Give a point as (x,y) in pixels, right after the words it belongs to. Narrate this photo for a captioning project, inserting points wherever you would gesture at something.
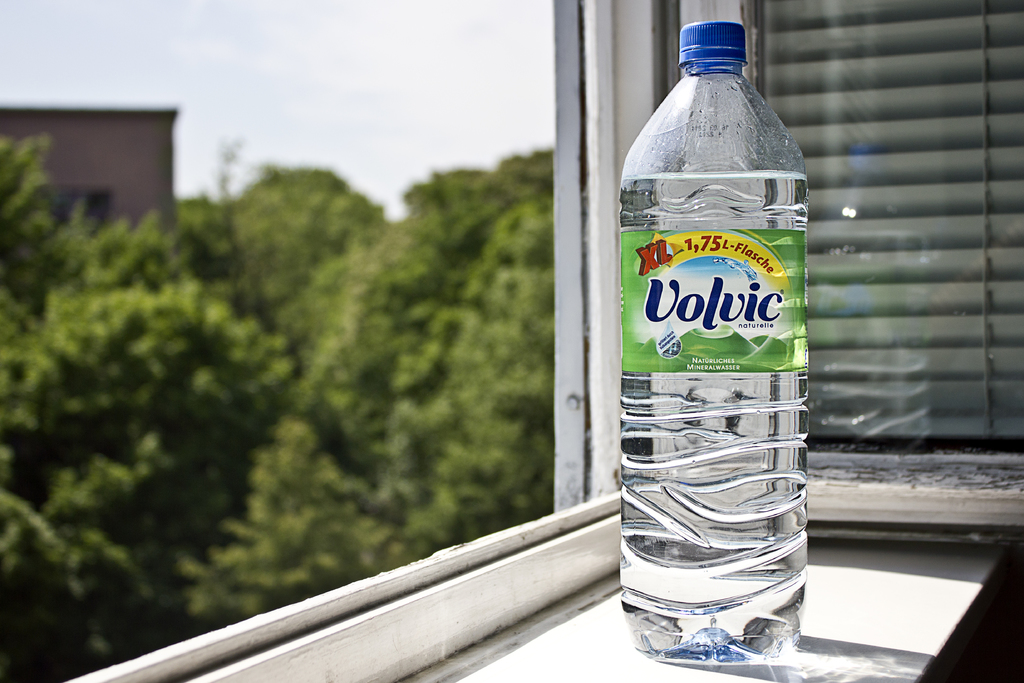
There is a water bottle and there are few trees (459,355) outside.
